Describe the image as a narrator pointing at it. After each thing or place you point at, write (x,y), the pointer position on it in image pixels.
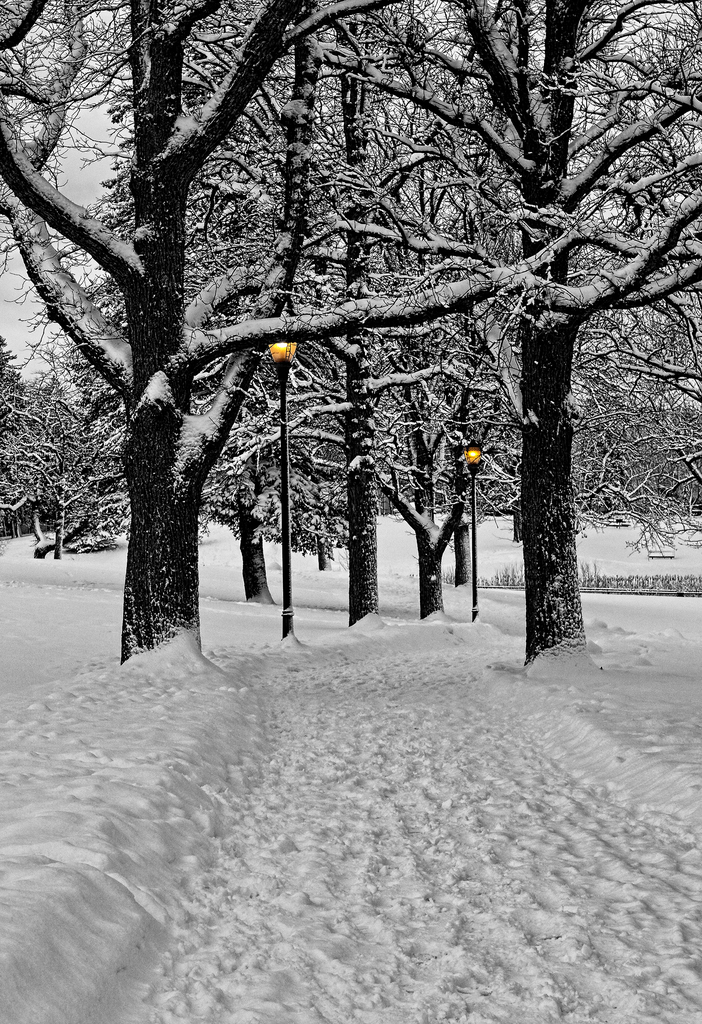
At the bottom of the image (338,865) there is snow (338,865) on the surface (322,778). In the background of the image (382,295) there are trees (524,311), light poles (283,436).
